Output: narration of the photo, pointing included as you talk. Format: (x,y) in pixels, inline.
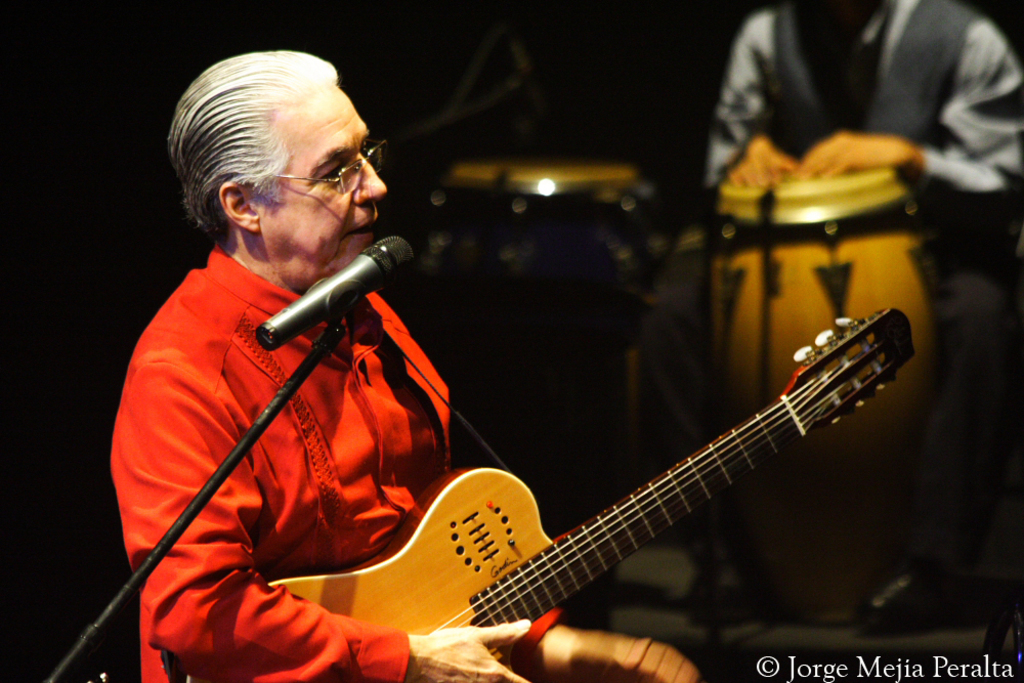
In this image there is a man (230,480) wearing a red dress (230,480). He is playing guitar (385,571). In front of him there is a mic (340,290). In the right side (910,19) a man (797,167) is playing drums (791,248).
